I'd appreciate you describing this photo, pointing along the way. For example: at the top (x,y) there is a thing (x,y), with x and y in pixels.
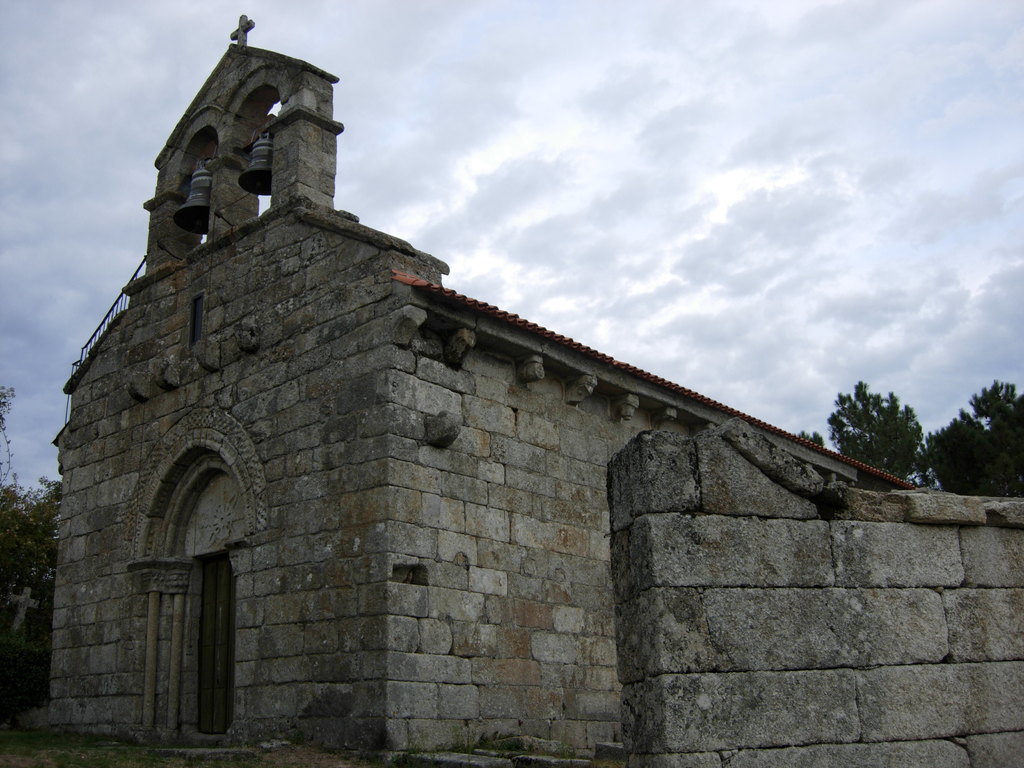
In this image we can see a church (261,441), trees (36,494). At the top of the image (618,89) there is sky (590,102) and clouds (458,154).
